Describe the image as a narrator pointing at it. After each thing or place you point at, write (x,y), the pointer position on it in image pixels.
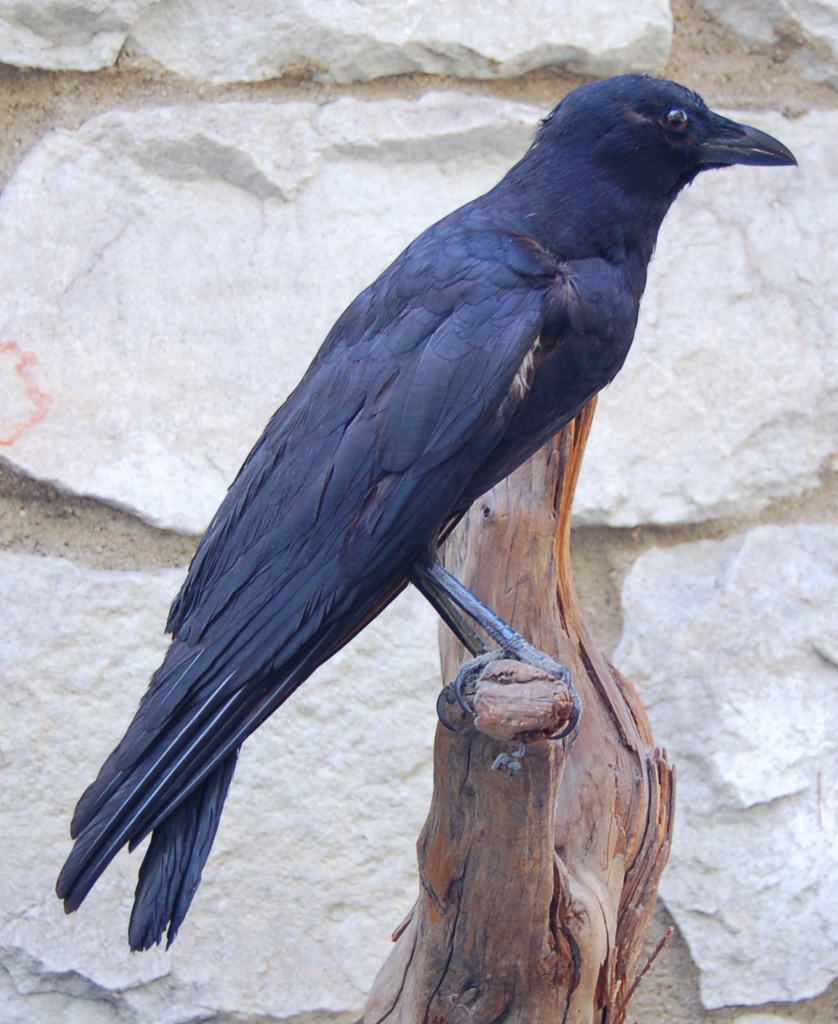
In this image on a wood (526,784). There is a crow (411,487). In the background (335,251) there is stone wall (215,260).
